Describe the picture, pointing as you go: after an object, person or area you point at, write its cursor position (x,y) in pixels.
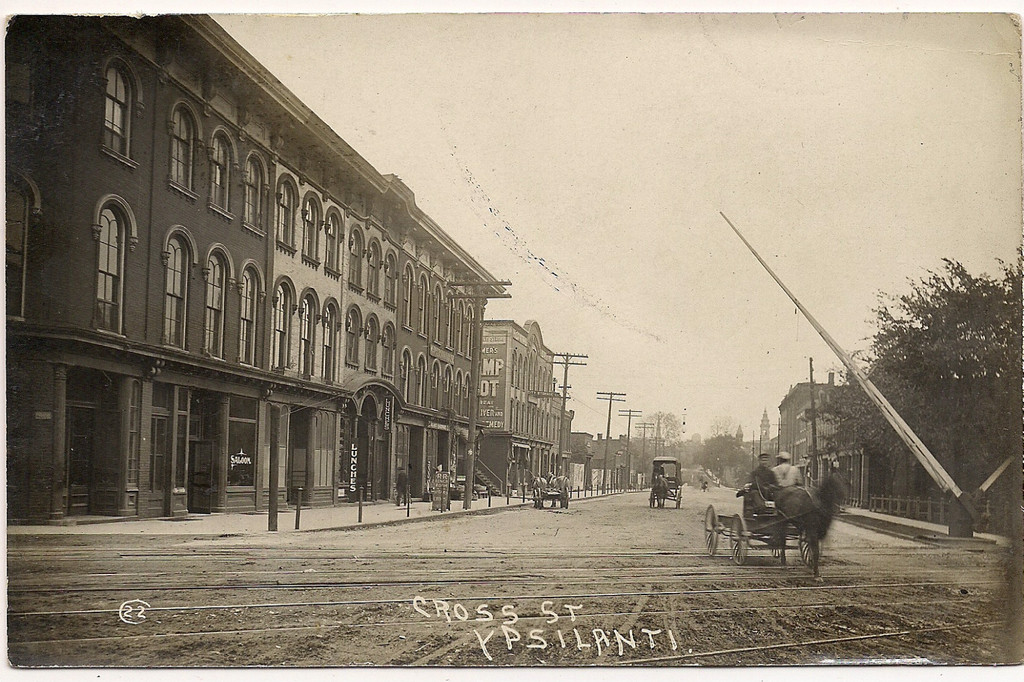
This is a black and white image. In this image we can see a group of buildings (373,409), some people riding horse carts (823,512) on the ground (672,544), some utility poles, a group of trees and the sky (822,367) which looks cloudy. On the bottom of the image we can see some text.
